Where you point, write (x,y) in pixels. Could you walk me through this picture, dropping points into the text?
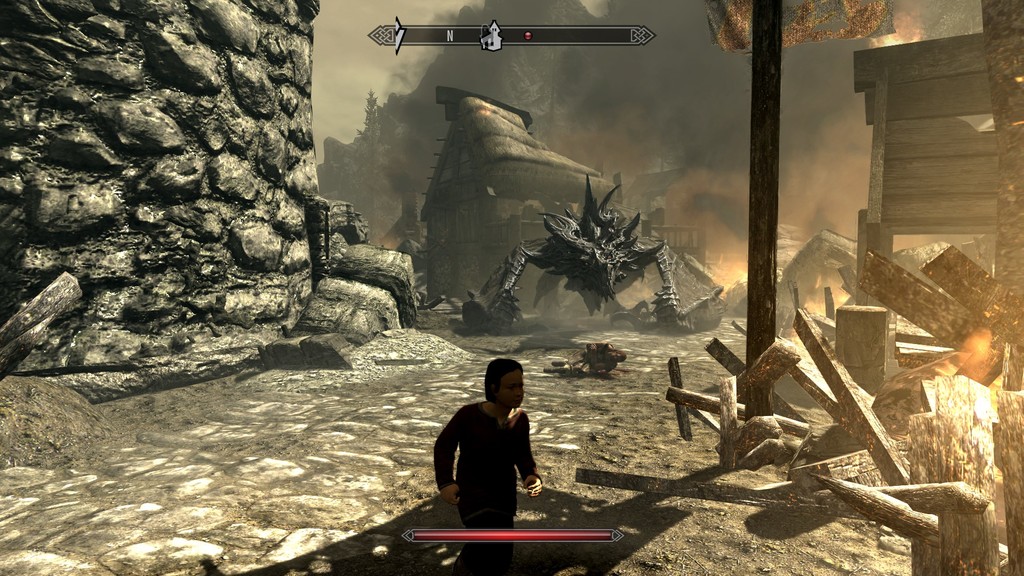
This picture is an animated picture. At the bottom (508,505), there is a person (464,545). In the background (449,78), there are house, rocks (260,288), wood (946,463), smoke (839,211) etc.
